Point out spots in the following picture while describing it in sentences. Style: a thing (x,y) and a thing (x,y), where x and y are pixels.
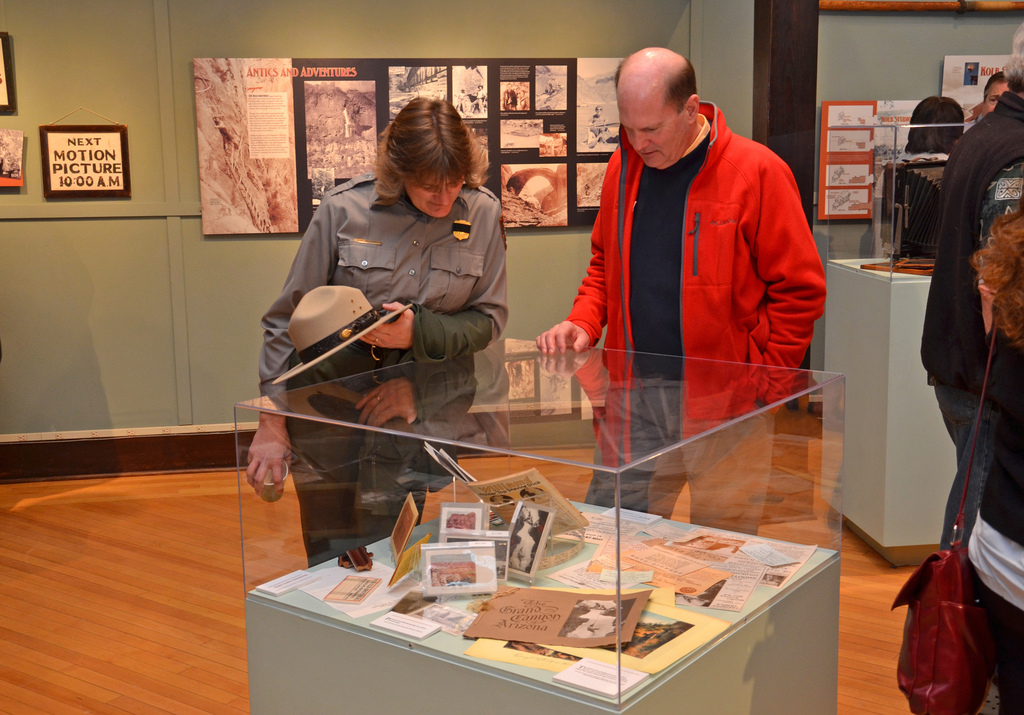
In this image we can see persons (326,374), glass objects (513,445), cards (637,575) and other objects (506,650). In the background of the image (88,233) there is a wall (137,193), frames (129,179), boards (595,153), persons (950,115) and other objects (889,511). On the right side of the image (984,248) there are persons (928,119) and a bag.
